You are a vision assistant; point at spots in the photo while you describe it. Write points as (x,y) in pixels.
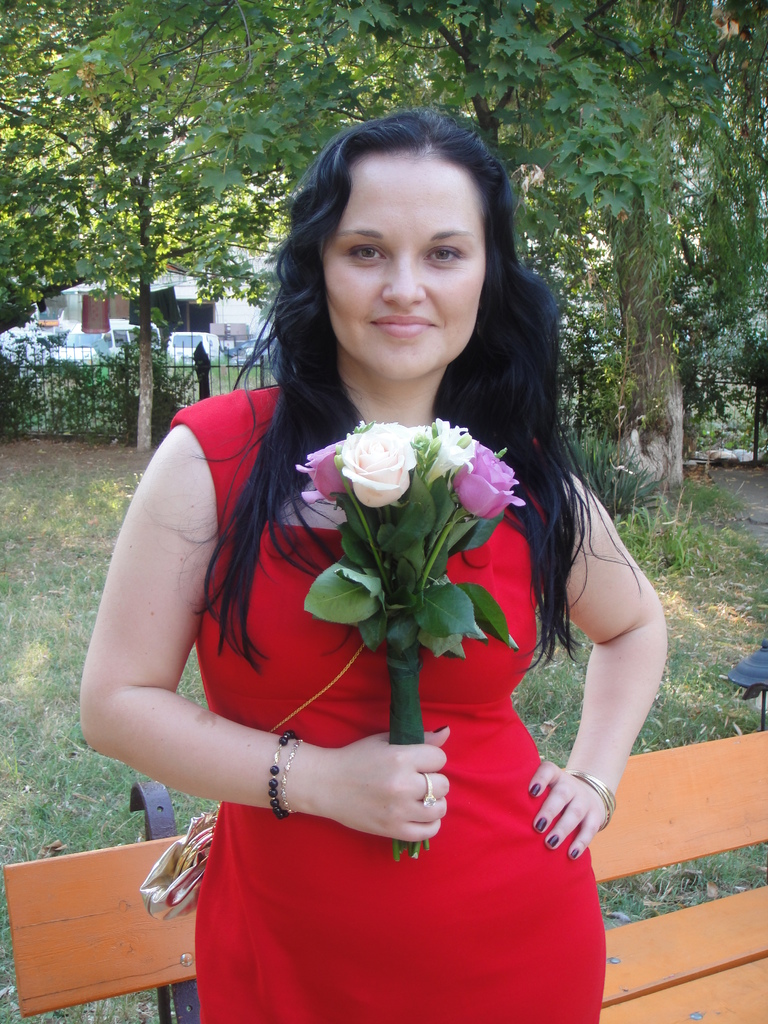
In the foreground of the image (355,648) there is a woman (360,755) holding a flower bouquet (351,600). There is a bench (622,808). In the background of the image (161,183) there are trees (746,292). There is a railing (154,403). There is grass (72,474). There are cars (214,345).
